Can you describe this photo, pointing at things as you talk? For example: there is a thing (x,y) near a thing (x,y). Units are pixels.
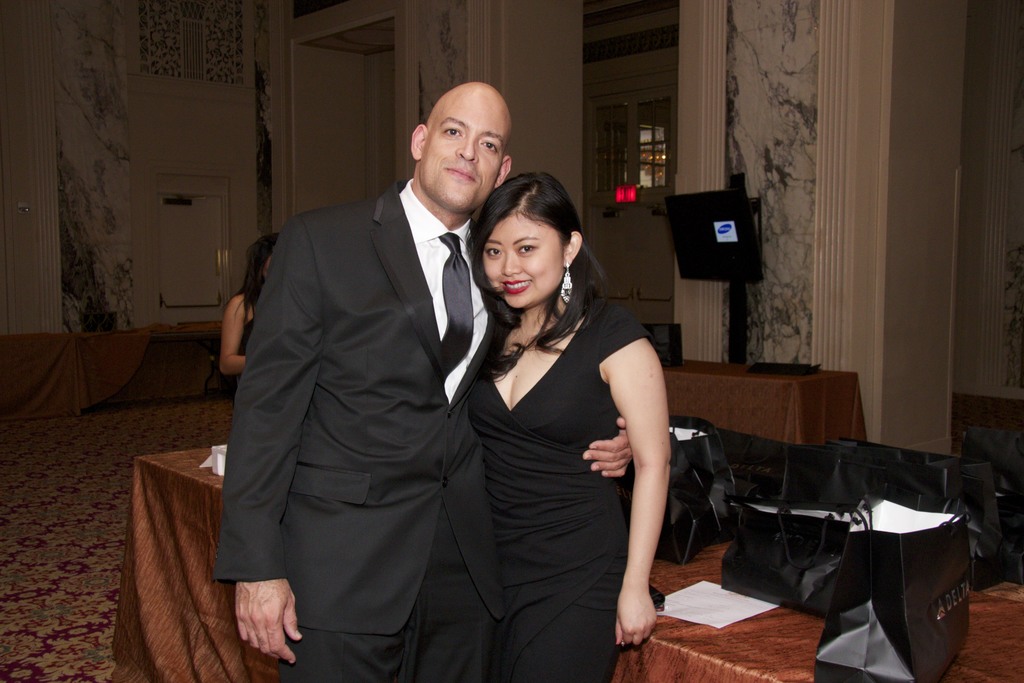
Couple (485,377) are standing, on the table (803,619) we have covers (877,585), paper (714,619) and in the back (722,278) we have screens (709,245), door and wall (435,52).
